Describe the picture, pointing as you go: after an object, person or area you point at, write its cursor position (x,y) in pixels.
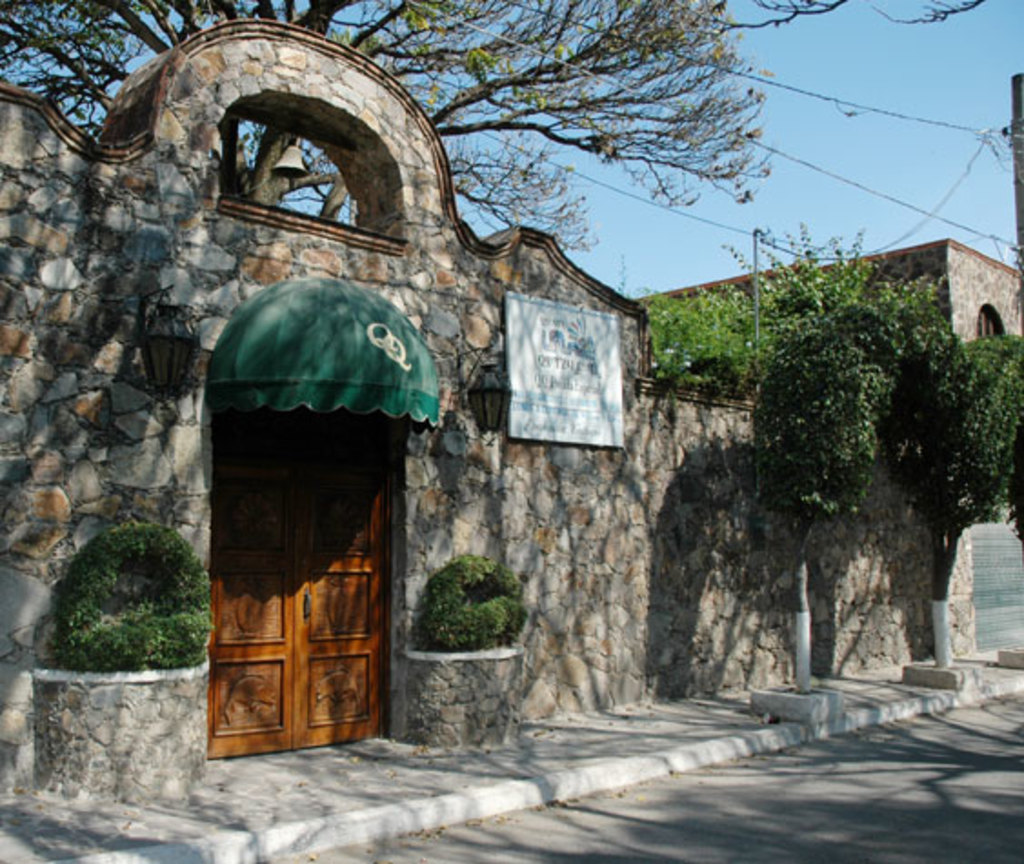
In this picture there is a door (332,641) near to the plants (167,628). Here we can see white color board (560,389) which is hanging on the wall (602,507). On the right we can see electric pole (1022,74) and wires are connected to it. On the top (568,27) we can see trees (608,4). On the top right corner (785,125) there is a sky (948,63). On the bottom right (800,777) there is a road (642,853).
